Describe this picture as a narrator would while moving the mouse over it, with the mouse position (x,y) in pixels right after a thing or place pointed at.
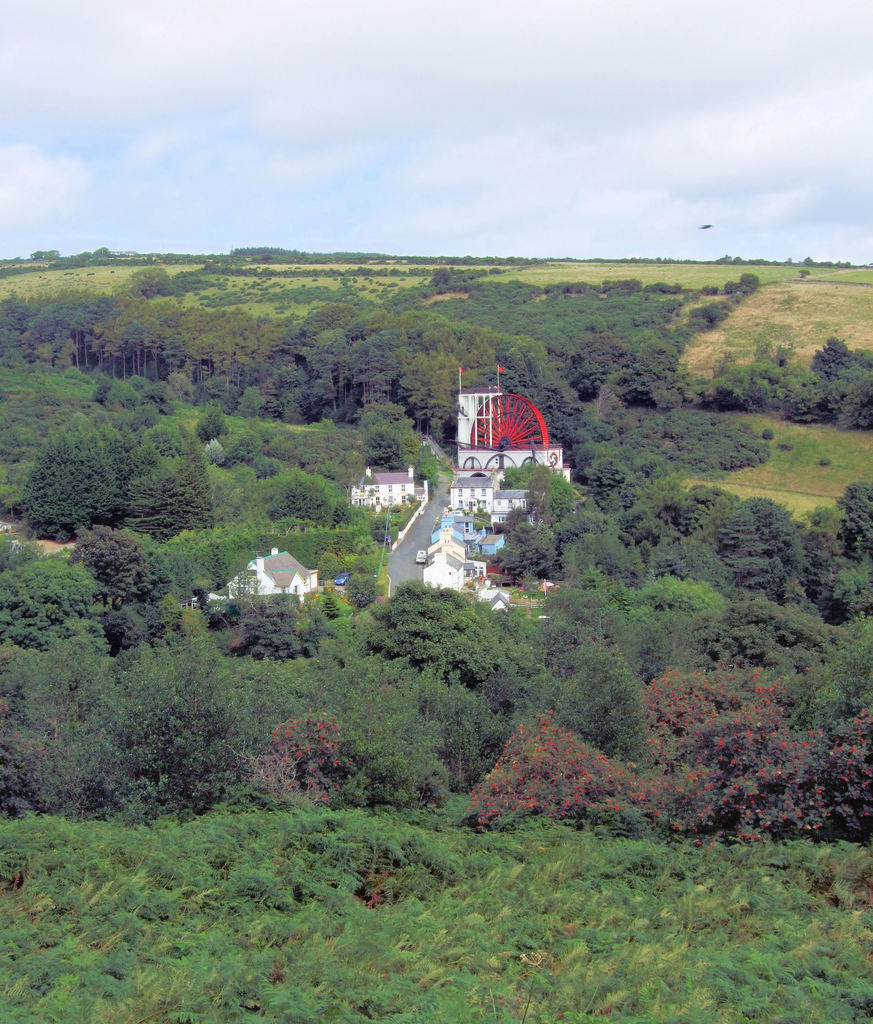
In this image we can see few trees (320,374), buildings (477,500), road (415,542) in the middle (427,538), there are flags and a red color object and the sky (514,128) with clouds (617,95) in the background (403,101).
